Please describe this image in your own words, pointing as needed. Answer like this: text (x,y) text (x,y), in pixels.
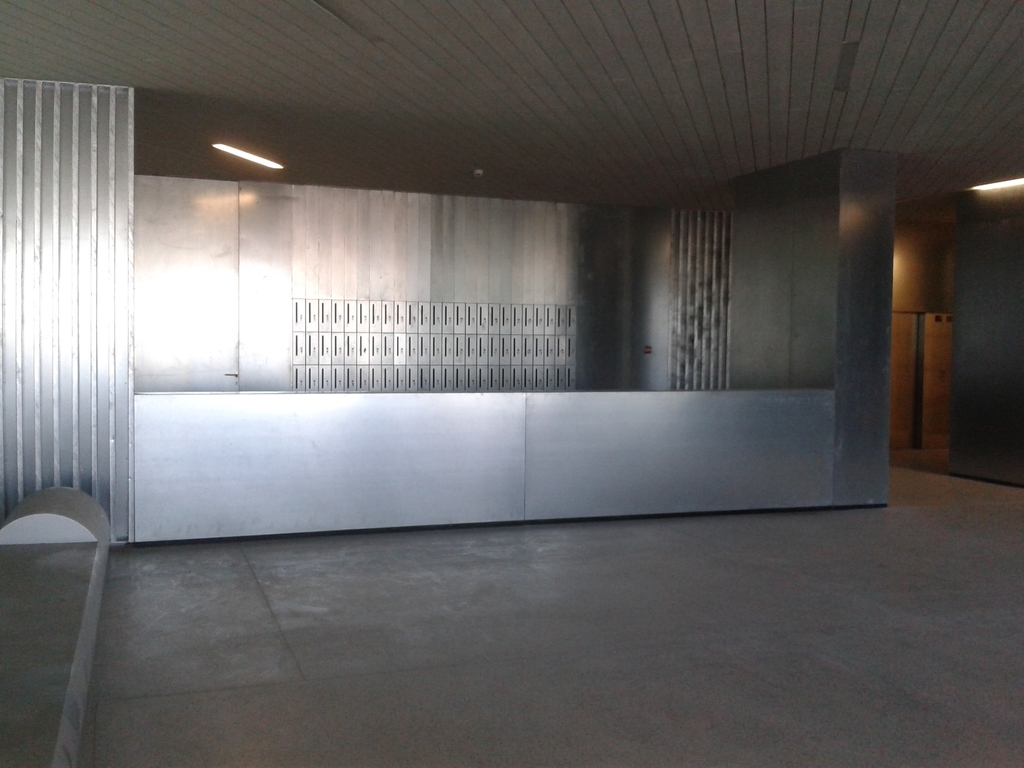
In this image I can see the inner part of the building (195,354). I can see the steel object (389,451), background I can see few lights (984,184).
